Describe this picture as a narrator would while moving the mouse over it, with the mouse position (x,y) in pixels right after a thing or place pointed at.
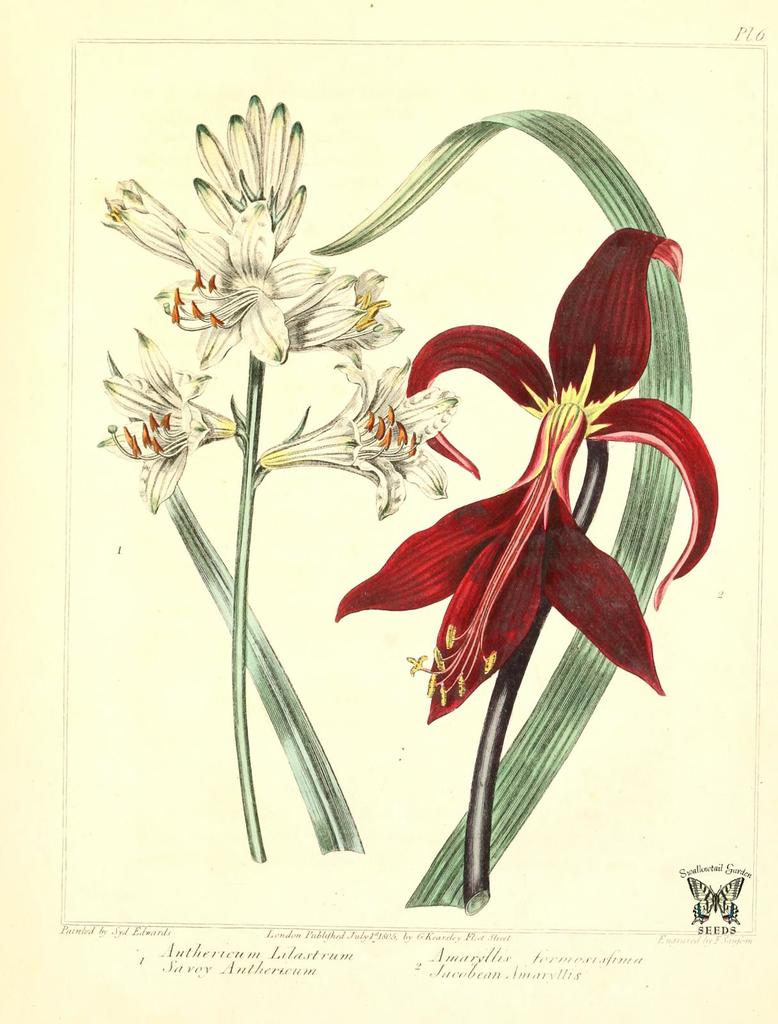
In this image I can see painting (180,698) of flowers (141,400). I can see colour of these flowers (277,465) are red and white. Here I can see something is written.
